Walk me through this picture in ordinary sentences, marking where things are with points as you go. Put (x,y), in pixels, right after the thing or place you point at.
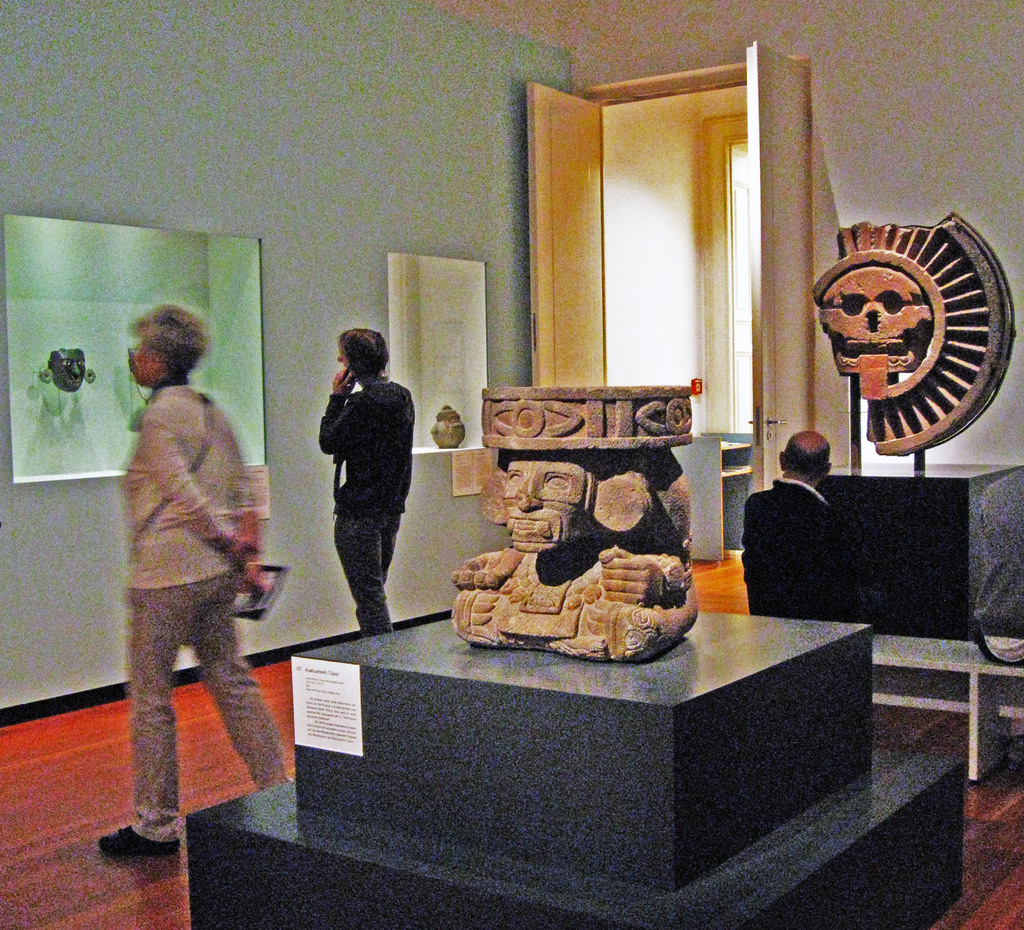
Here in this picture we can see some old stones (599,478), that are crafted present over a place and we can also see people (338,468) standing on the floor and watching items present in the racks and we can also see doors (564,97) present in the middle (539,320).
